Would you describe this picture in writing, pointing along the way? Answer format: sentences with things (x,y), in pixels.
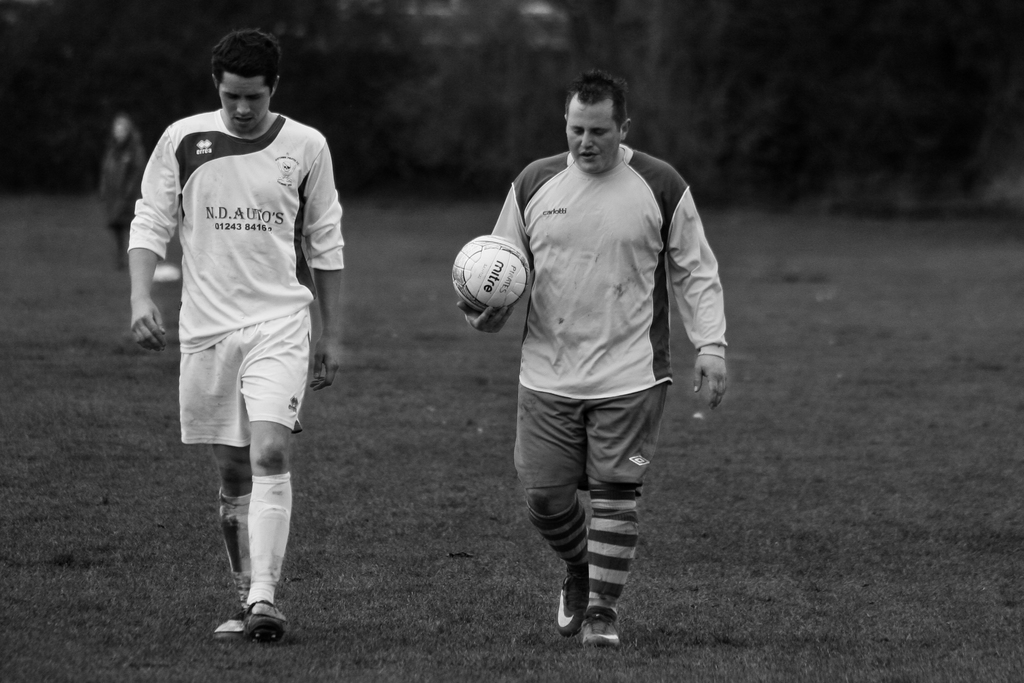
In the image there is man (558,318) holding football (503,270) and beside him there is another walking on a grass field (468,490).
